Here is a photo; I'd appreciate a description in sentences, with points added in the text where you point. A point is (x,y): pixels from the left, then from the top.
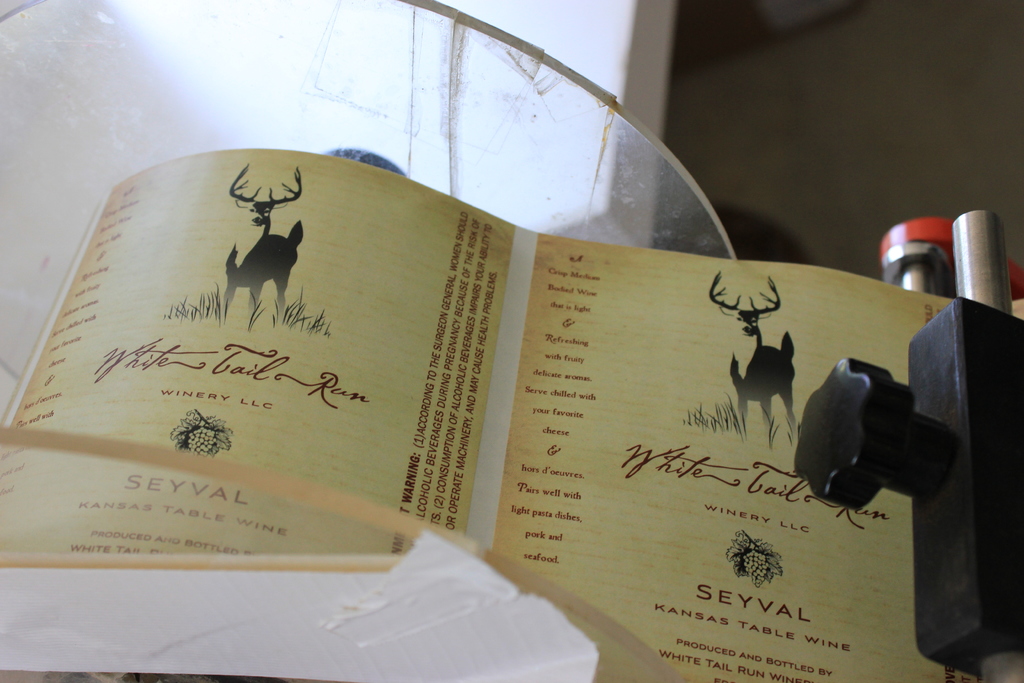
In this image we can see a paper (676,565) with some pictures (790,357) and text (754,523) placed on the surface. On the right side of the image (987,276) we can see some devices (984,415).
